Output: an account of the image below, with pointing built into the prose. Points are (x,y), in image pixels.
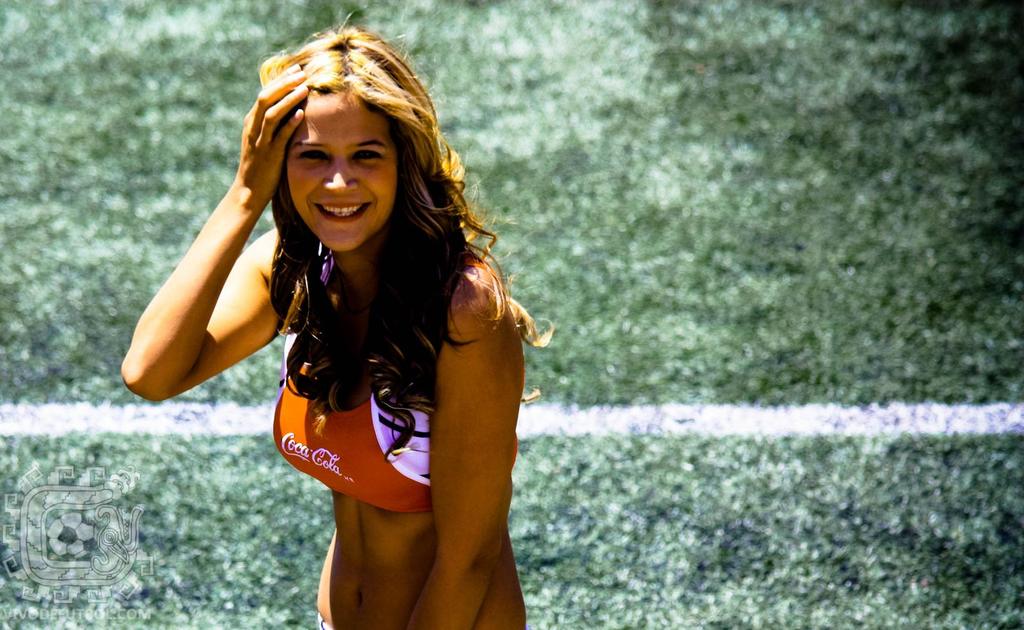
In this image I can see a woman (379,358) is standing. The woman (356,353) is smiling. In the background (761,407) I can see white color line (728,411) on the ground (674,445). Here I can see a watermark (54,532).
